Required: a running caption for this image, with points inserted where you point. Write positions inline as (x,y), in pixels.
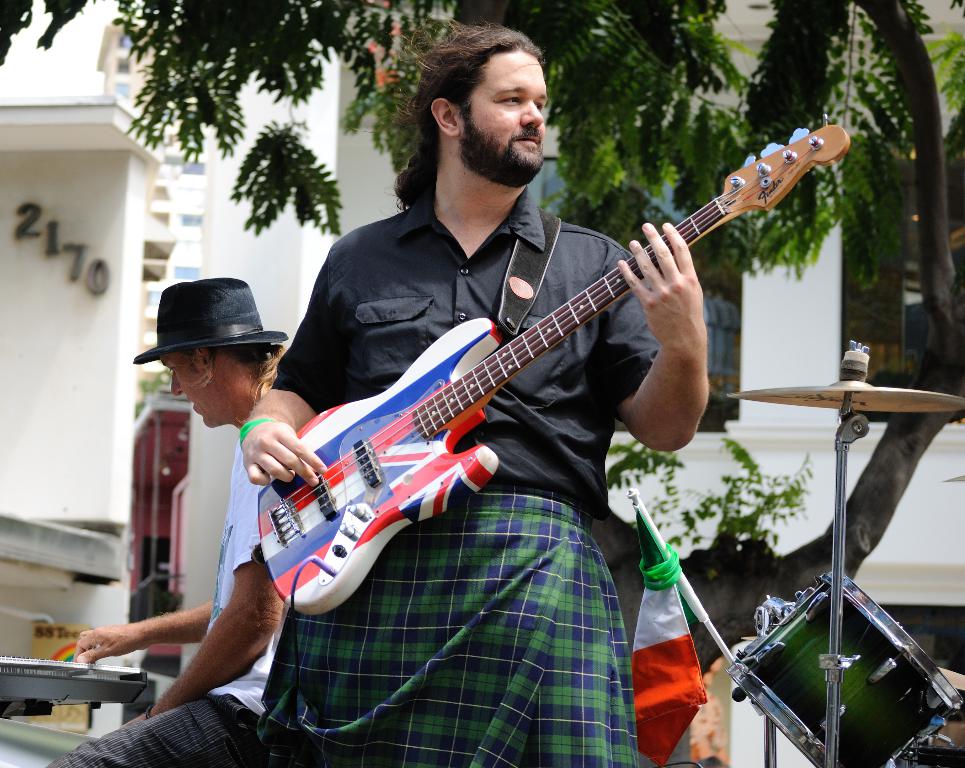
In this image there are two persons (422,549) playing a musical instrumentals (310,518). At the background (72,313) there is a building (81,134) and a tree (620,99).
